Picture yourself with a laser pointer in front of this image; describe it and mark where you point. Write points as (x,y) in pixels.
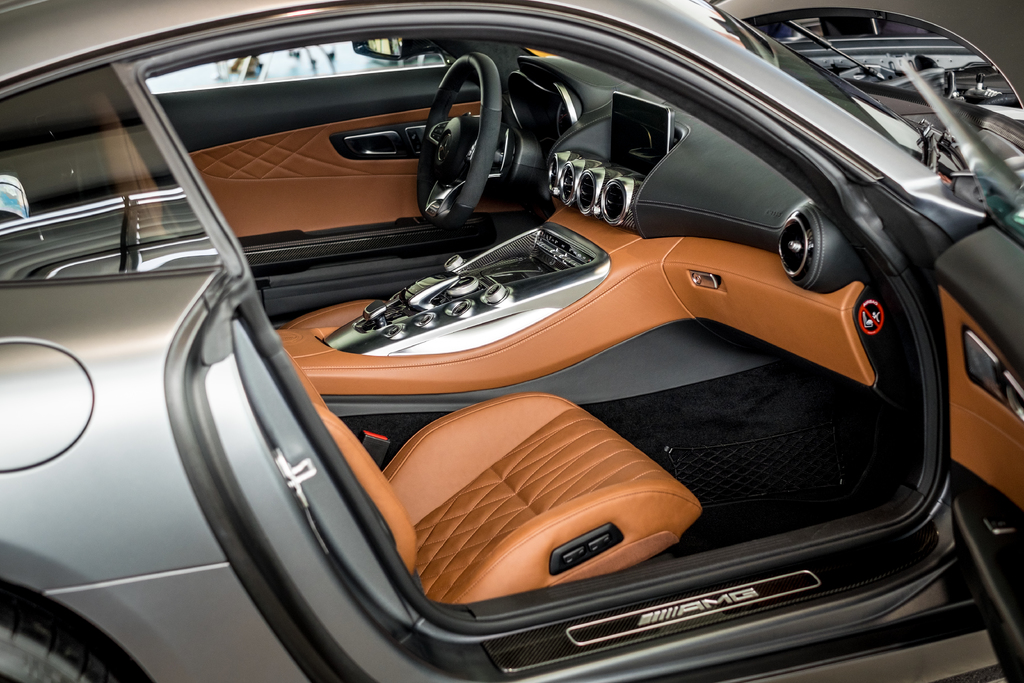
In this picture I can see a car door (975,475) is opened and I can see interior view of the car (454,260). I can see steering (483,130), dashboard (539,137) and seat (517,417).
